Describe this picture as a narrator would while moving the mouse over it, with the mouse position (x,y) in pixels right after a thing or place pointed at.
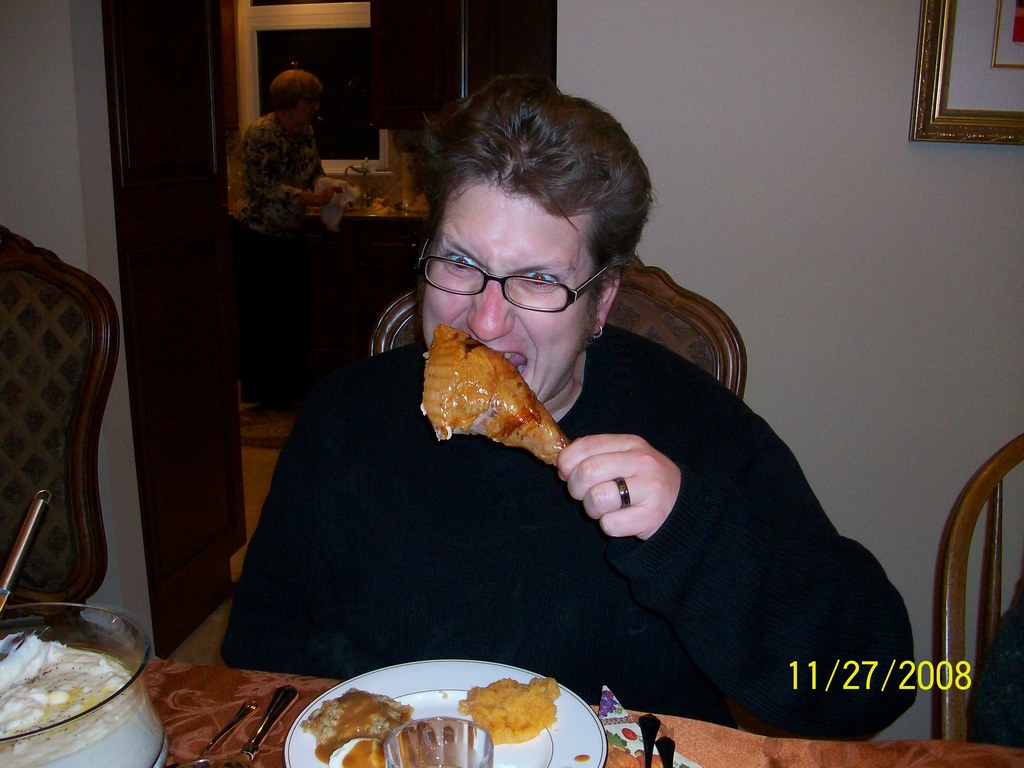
The picture is taken in a house (25,83). In the foreground of the picture (467,507) there is a woman (754,504) sitting and eating. In front of her there is a table (248,724), on the table (821,764) there are plates (302,762), bowls (73,711), spoons (235,724) and various food items (25,699). In the center of the picture (662,325) there are chairs (85,373). In the background (267,226) there is a woman (301,209), in the kitchen (334,175). On the left (186,50) there is a door (210,376). On the right (949,97) there is a frame (917,128).
